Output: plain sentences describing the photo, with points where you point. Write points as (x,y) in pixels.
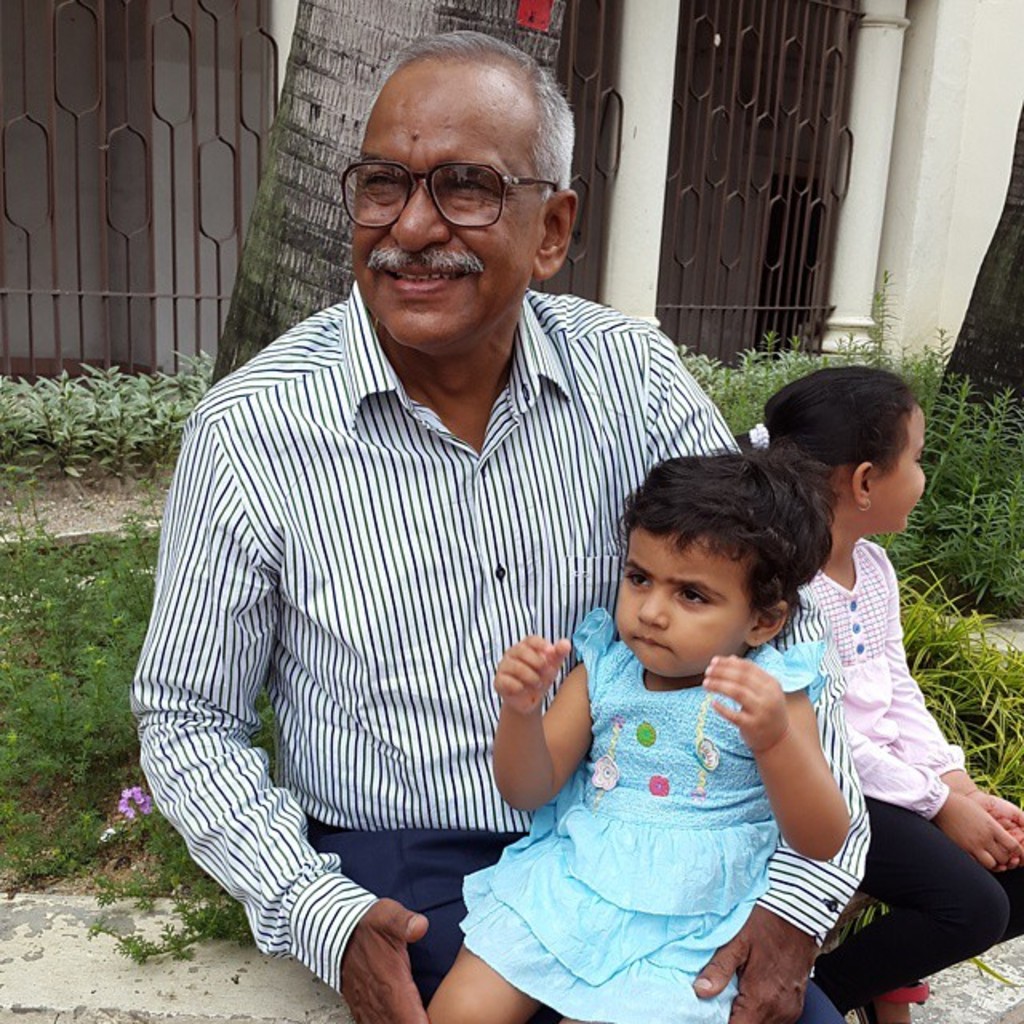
This image is taken outdoors. At the bottom of the image (192,954) there is a ground (169,973) with grass (187,923) on it. In the middle of the image (489,509) a man (438,393) is sitting on the ground (127,988) and he is holding a kid (615,732) in his hands (765,958) and a girl (918,854) sat on the ground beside a man (866,808). In the background (959,317) there are a few trees (985,260), plants (942,392) and a wall (949,253) with pillars (657,199) and grills (716,202).
